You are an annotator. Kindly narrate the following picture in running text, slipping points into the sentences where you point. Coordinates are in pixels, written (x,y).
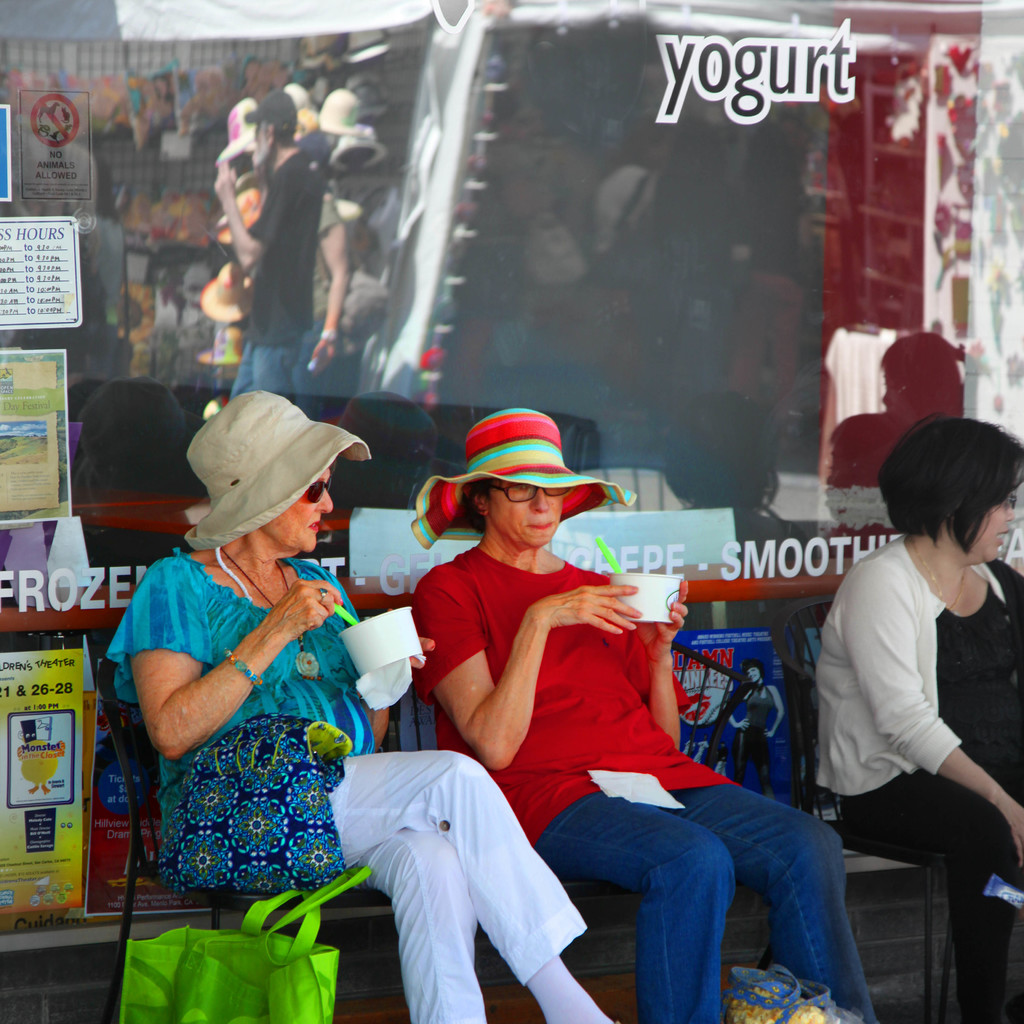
In this image we can see a group of women (911,766) sitting on chairs (810,756). Two women (703,778) are wearing hats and holding cups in their hands (544,610). In the foreground (315,1017) we can see some bags (300,1021) placed on the ground (598,995). In the background (901,350), we can see a wall (804,272) with some text (57,291) and posters (47,552), a person (291,199) wearing the cap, group of hats (227,228) are placed on the racks (193,343) and a tent (270,6).
